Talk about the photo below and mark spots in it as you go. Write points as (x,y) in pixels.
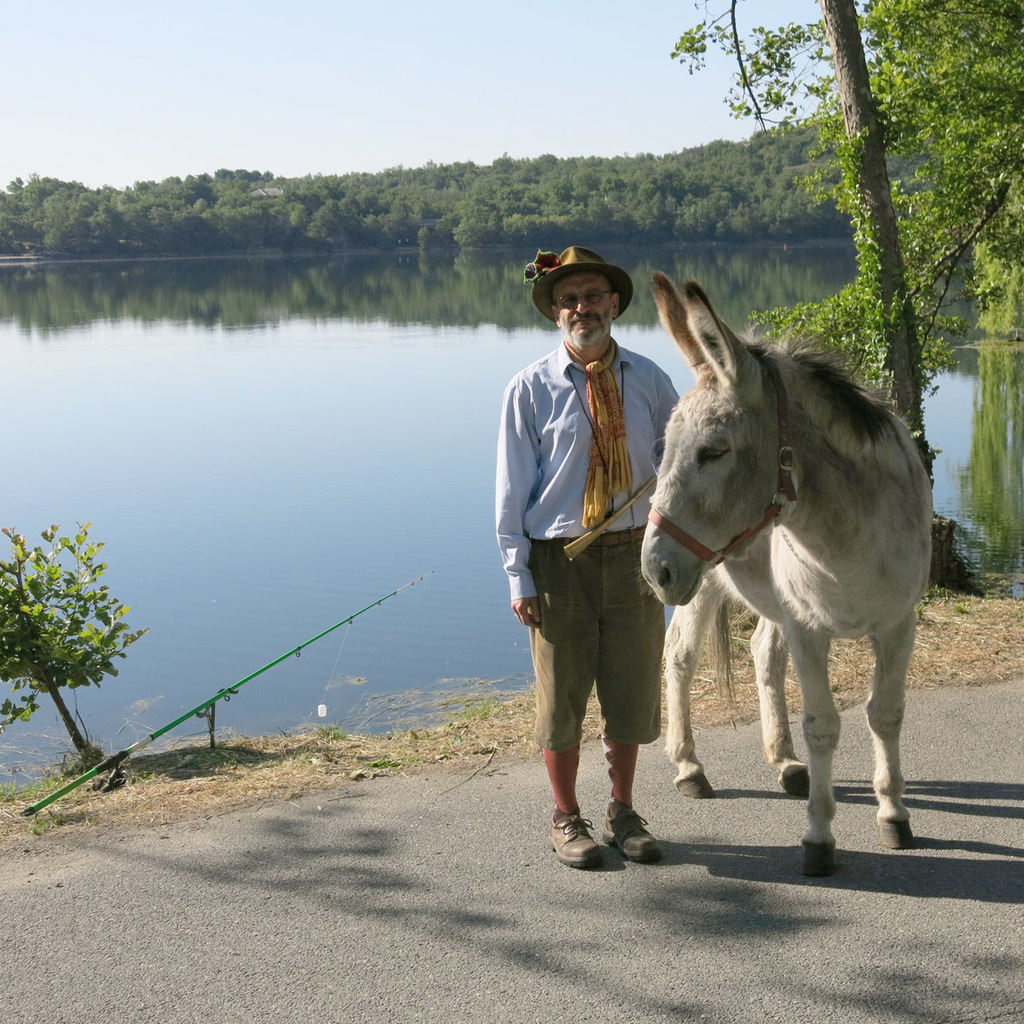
In this picture we can see a donkey (713,604) and a man (526,442) standing on the road (711,957), fishing rod (39,809), water (249,559), trees (81,746) and this man (631,796) wore a cap (543,268), spectacle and shoes (623,826) and in the background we can see the sky (290,119).
